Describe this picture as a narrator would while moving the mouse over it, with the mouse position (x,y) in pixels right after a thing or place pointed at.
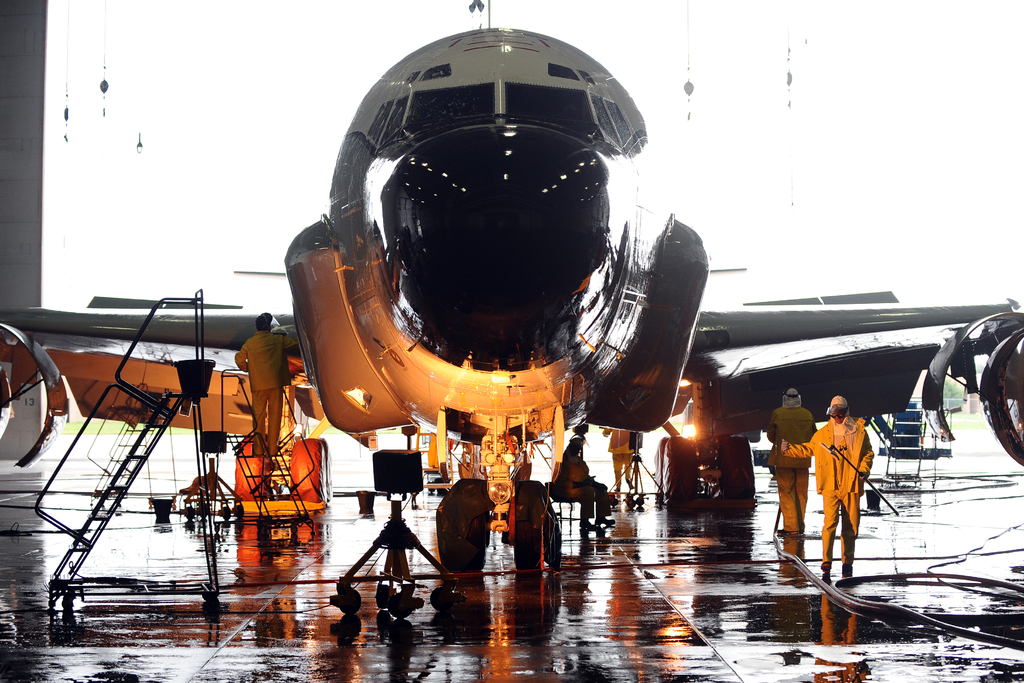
In this image I can see an aircraft (472,350). To the side of an aircraft (594,235) I can see few people (799,495). To the left (176,592) I can see the ladder (129,486) and there are some pipes (882,613) on the floor (600,618). And there is a white background (190,65).
